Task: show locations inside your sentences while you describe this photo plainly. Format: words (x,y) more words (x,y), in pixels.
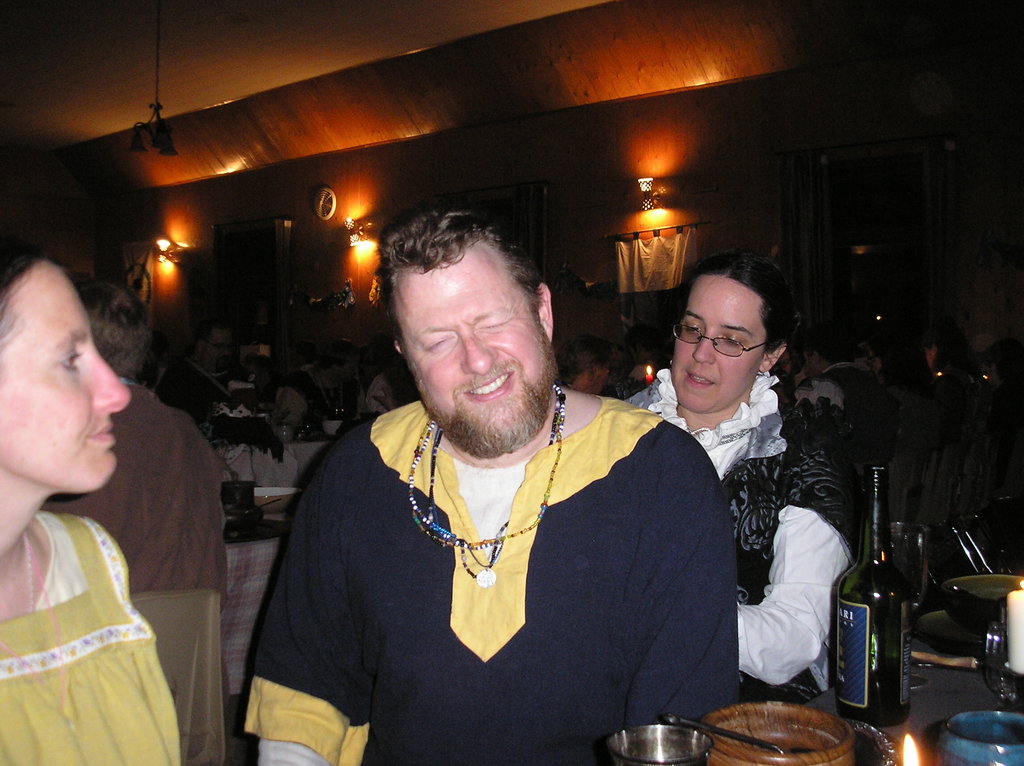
In the image in the center (519,359) we can see three persons (526,498) are sitting and a man (447,492) is smiling, which we can see on his face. In front of them, there is a table (910,729). On the table (892,733), we can see glasses (1003,655), candles (905,752), bowls (768,733), a wine bottle (900,702) and few other objects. In the background (497,200) there is a wall (549,161), roof (166,163), lights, tables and few people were sitting.
